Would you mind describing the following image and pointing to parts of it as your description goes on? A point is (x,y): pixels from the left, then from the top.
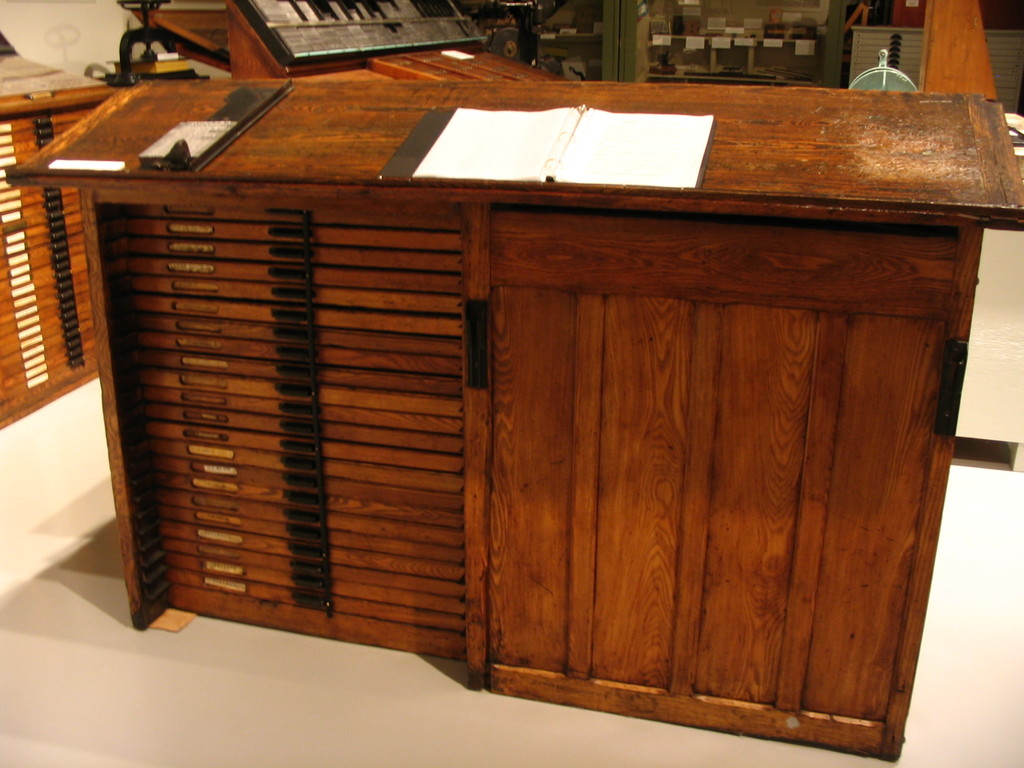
in the picture we can see the table (700,267) with the book (514,179) on it.
